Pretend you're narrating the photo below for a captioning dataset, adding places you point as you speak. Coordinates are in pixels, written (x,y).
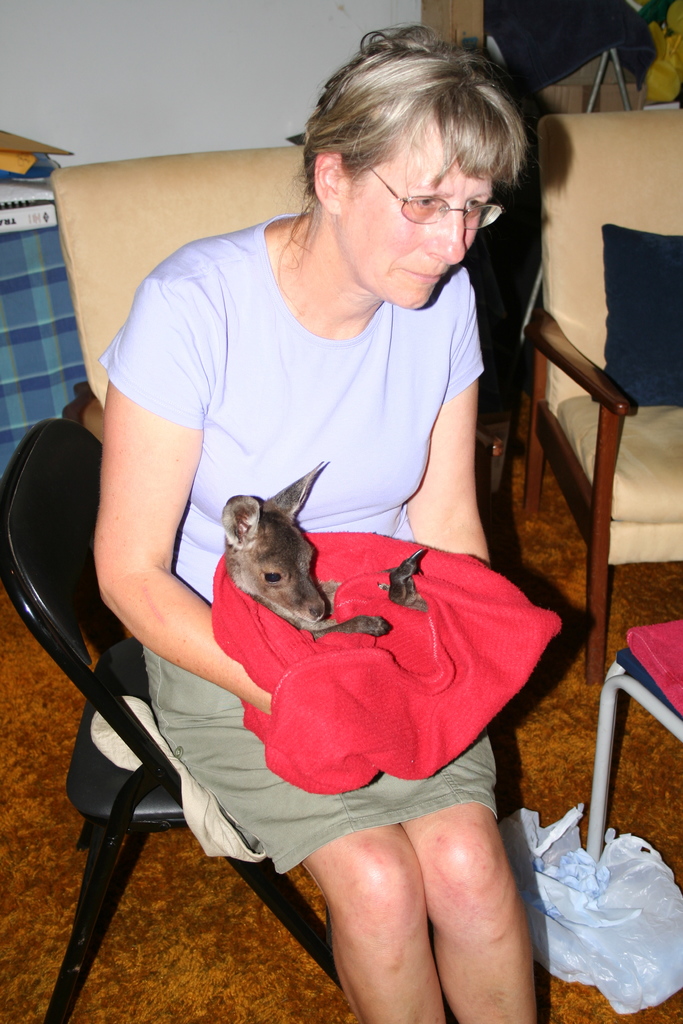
In this picture we can see an old lady (302,805) sitting on chair (66,468) with a baby kangaroo (396,597) in her arms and behind her we can see a couch (613,208) placed with cushion (634,333) on it
